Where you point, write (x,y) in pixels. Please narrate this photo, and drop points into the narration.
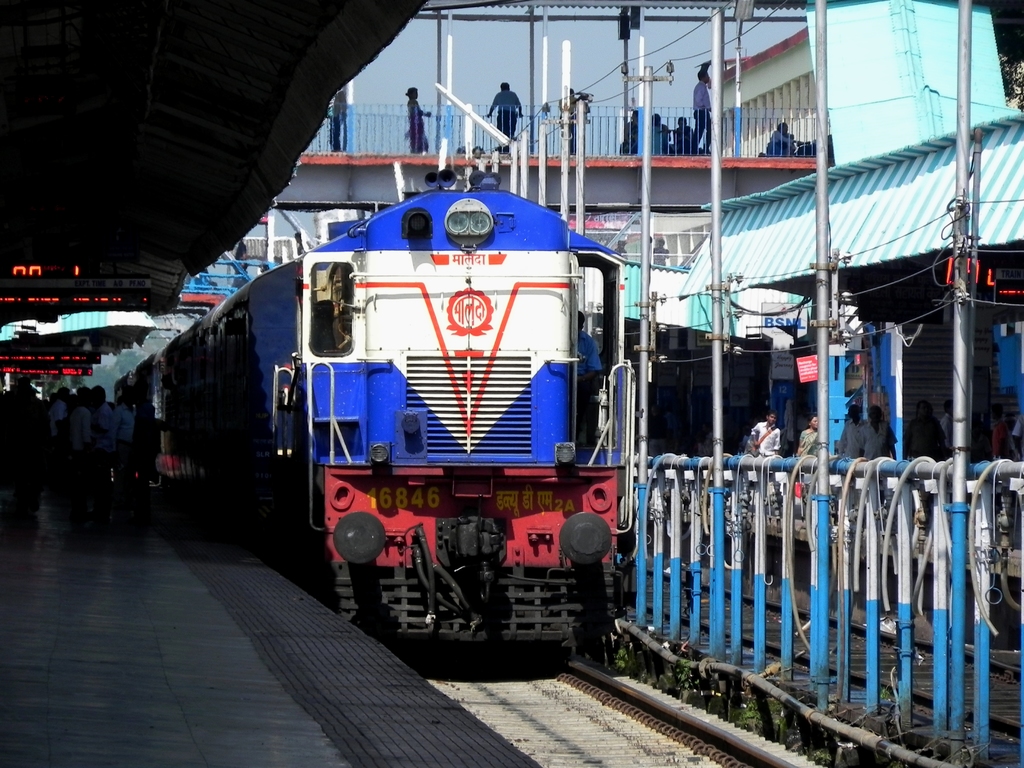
In this picture, there is a train (376,436) in the center (414,360) which is in blue and red in color. Towards the left (161,641), there is a platform (173,642) with people (135,401). Towards the right (866,507), there is a fence (953,690), poles (955,302) and a shed (850,166). On the top (749,162), there is a bridge (752,135) with people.
